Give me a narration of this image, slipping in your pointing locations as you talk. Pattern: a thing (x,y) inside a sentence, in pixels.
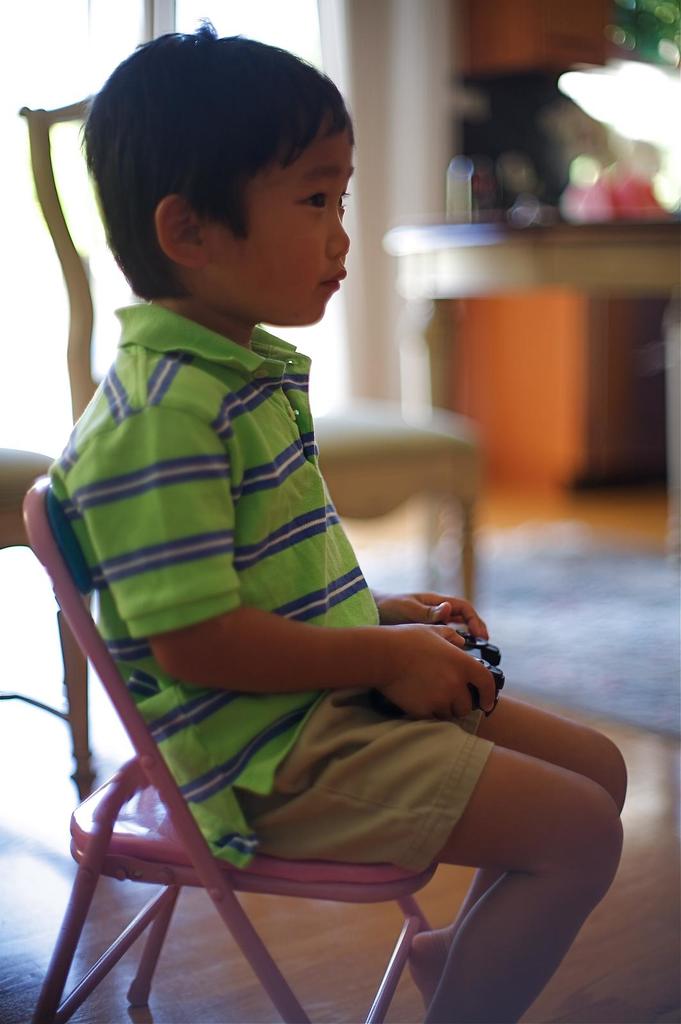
This is a picture of a boy (197,653) sitting in the chair (62,584) and in the background (599,244) we have a table (616,268).
